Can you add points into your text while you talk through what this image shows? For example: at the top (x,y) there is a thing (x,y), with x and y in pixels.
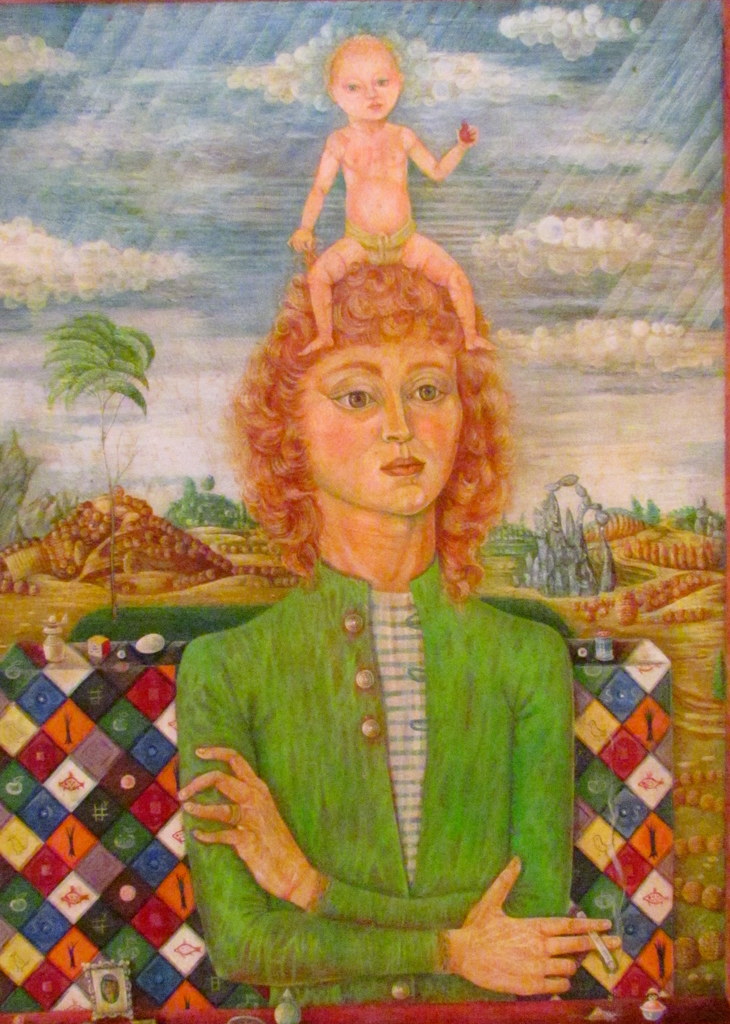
This is the painting where we can see a woman (316,726). She is wearing green color dress (413,898). On the head (365,286) of the women (360,274) one baby (379,150) is present. Background of the painting we can see mountains (660,577), statue (553,539) and trees (115,381). The sky (190,72) is in blue color with clouds (634,322).
